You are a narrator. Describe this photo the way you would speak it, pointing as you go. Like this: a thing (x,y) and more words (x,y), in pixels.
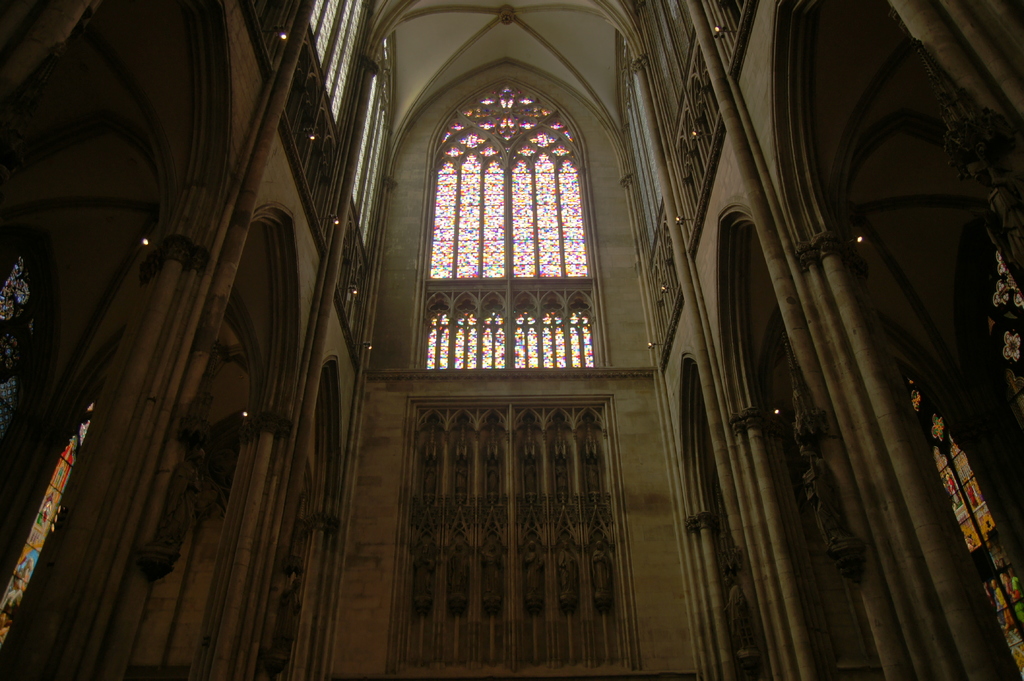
This is a inside picture of a building (539,129). There are sculptures (797,397) on the wall (509,453).
